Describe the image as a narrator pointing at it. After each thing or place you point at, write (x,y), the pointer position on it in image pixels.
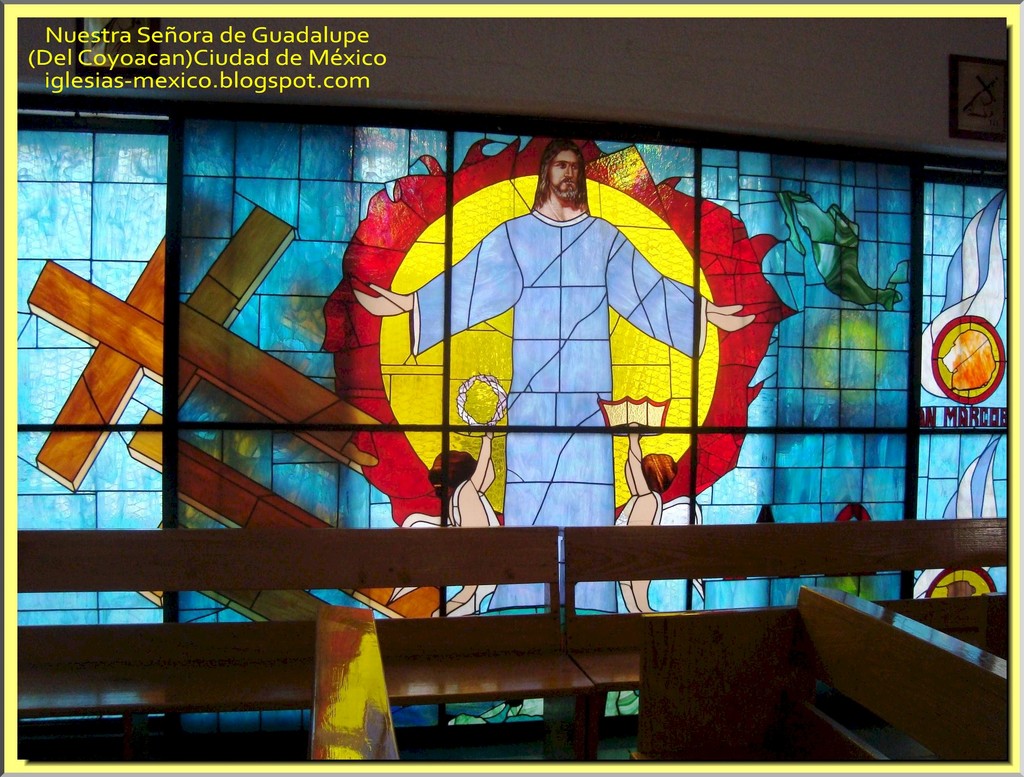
In this image I can see few wooden benches (635,664) which are brown in color, the wall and few windows (304,337) which are blue, brown, red, yellow, green and orange in color on which I can see the painting (605,383) of few persons (559,324).
